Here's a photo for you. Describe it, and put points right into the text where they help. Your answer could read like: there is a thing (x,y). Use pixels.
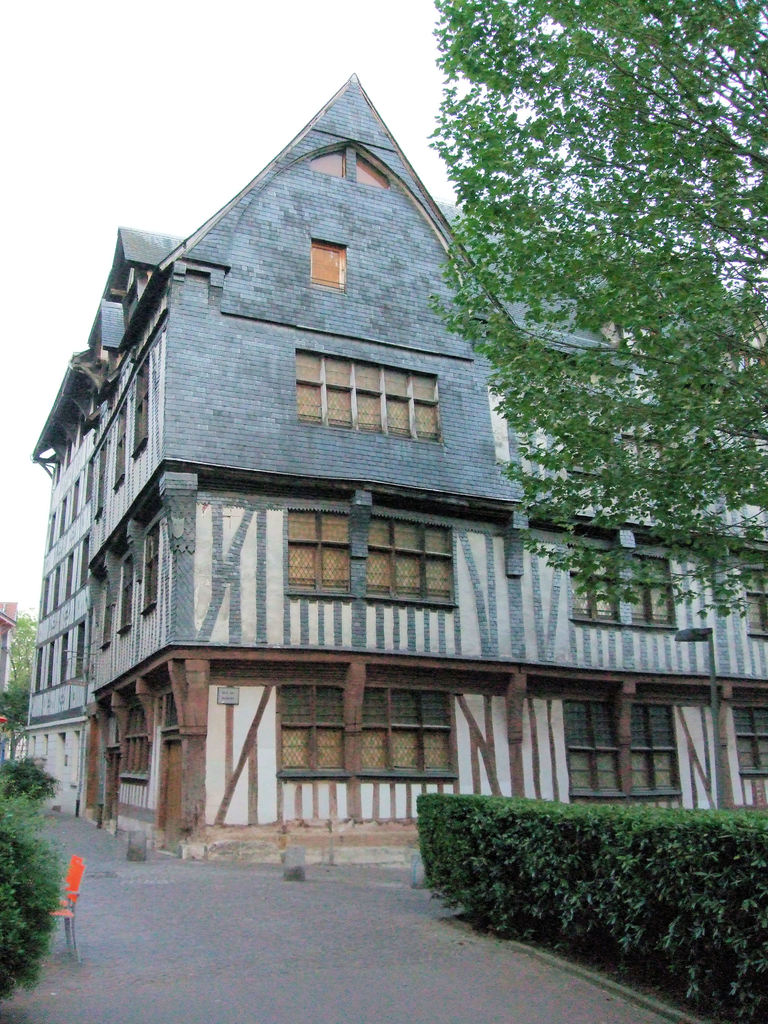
In this image I can see building (317,642), windows (338,558), trees (538,379) and orange color chair (74,890). The sky (139,206) is in white color.
